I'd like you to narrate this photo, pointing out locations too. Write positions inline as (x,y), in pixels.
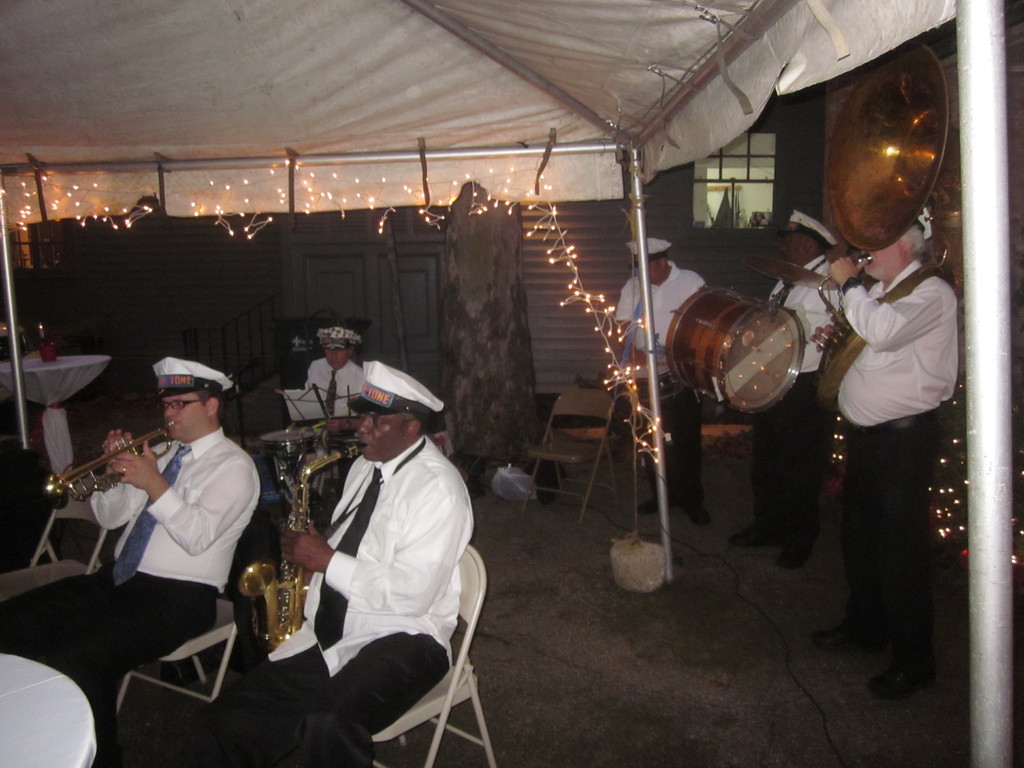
In this picture I can see 6 men (855,387) and I see that they're holding musical instruments (832,398). I can also see that, the men (374,454) on the left (150,514) are sitting and the men (885,329) on the right (918,461) are standing. On the top of this picture (591,181) I can see the cloth (459,118) on the poles (473,156). In the background (174,282) I can see a building (67,259) and I can see number of lights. In the middle of this picture (579,393) I can see a chair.
